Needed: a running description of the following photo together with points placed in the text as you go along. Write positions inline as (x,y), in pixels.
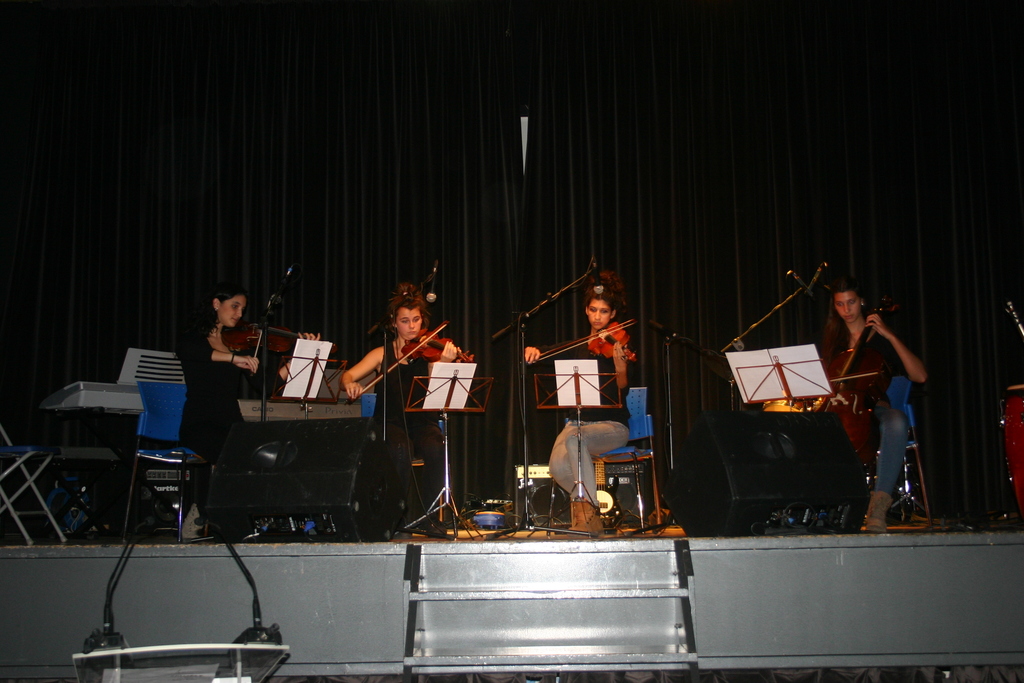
Here we can see a group of persons (402,354) sitting on the chair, and playing violin (439,353), and in front (321,357) here is the book (571,391), and here is the staircase (547,576).
